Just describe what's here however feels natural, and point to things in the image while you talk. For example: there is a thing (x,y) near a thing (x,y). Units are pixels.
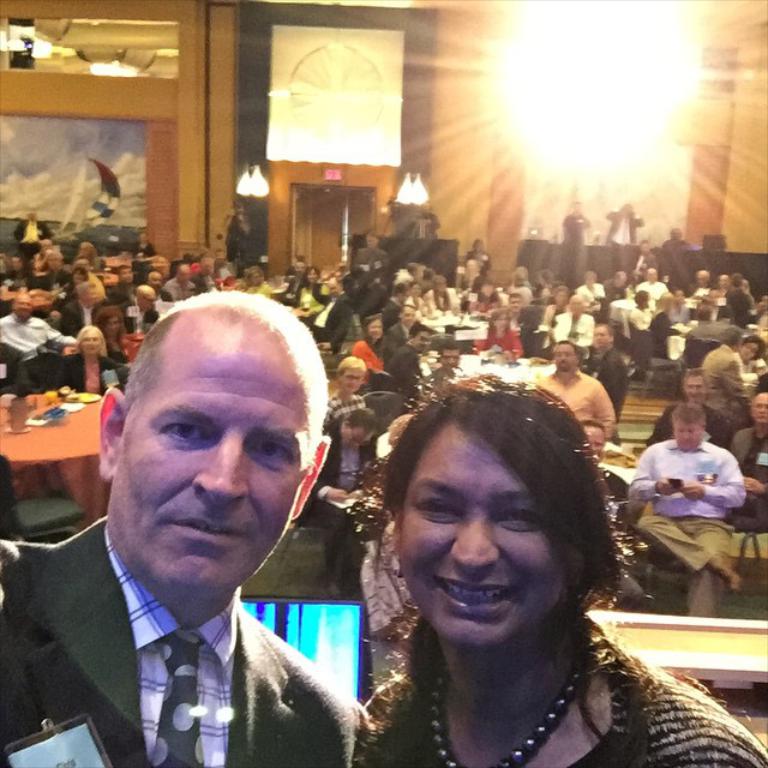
In this image there are group of people (720,370). In front (267,470) there are two people (473,575) standing.
